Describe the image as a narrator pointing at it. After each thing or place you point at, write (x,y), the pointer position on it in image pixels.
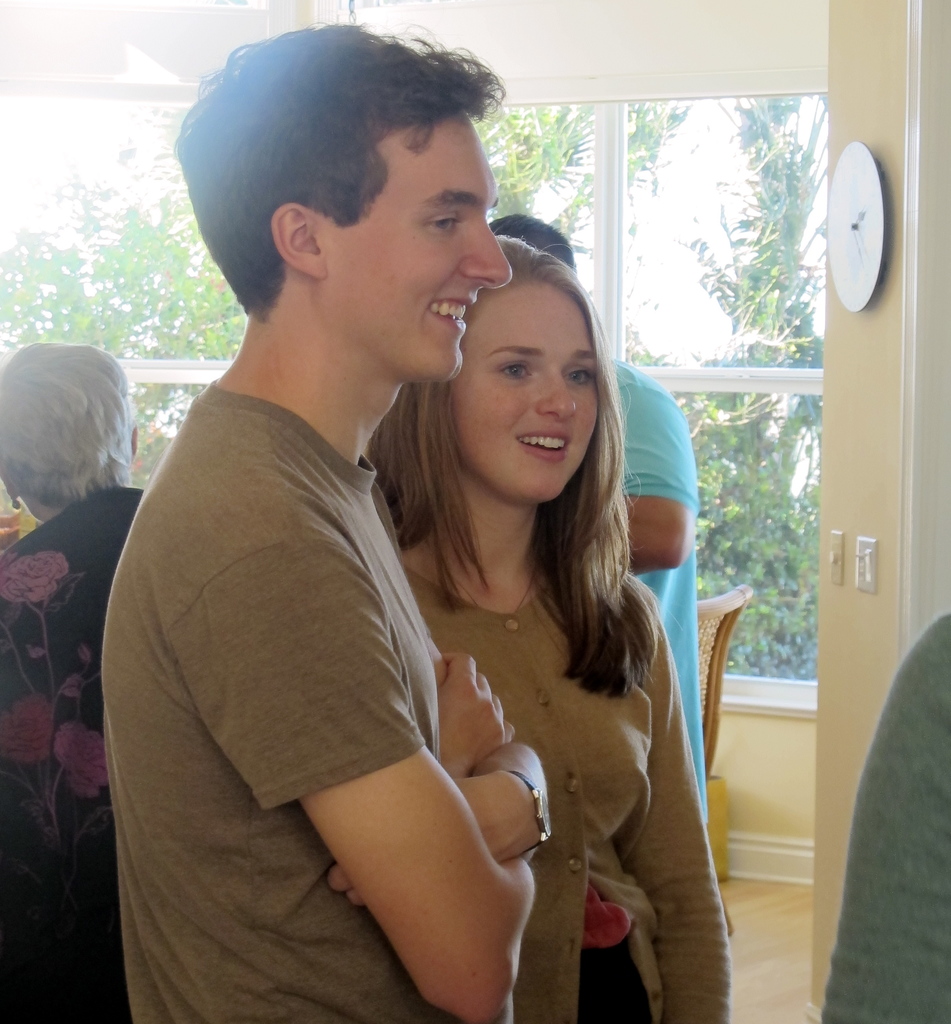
In this image I see a man (342,56) and a woman (433,497) who are smiling and I see few more people (46,1007) over here and I see a clock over here and I see the wall (858,34) and I see the windows (800,347) and through the windows (138,104) I see the trees (755,250) and I see the floor (752,912).
